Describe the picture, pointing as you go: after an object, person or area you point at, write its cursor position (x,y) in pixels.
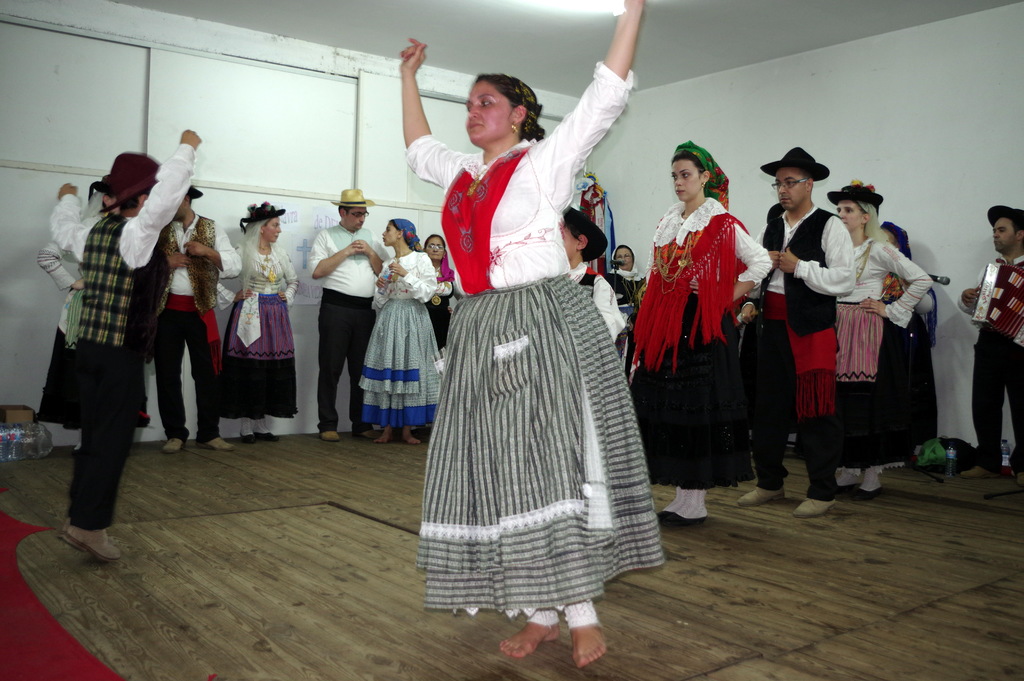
In this image we can see a few people (463,440) dancing on the floor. Here we can see a man (1009,233) on the right side (967,313) is playing the musical instrument (985,298). Here we can see the red carpet (57,661) on the floor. In the background (414,275), we can see a few persons (241,327) standing on the wooden floor (74,625). Here we can see the light (568,2) on the roof (555,27).
